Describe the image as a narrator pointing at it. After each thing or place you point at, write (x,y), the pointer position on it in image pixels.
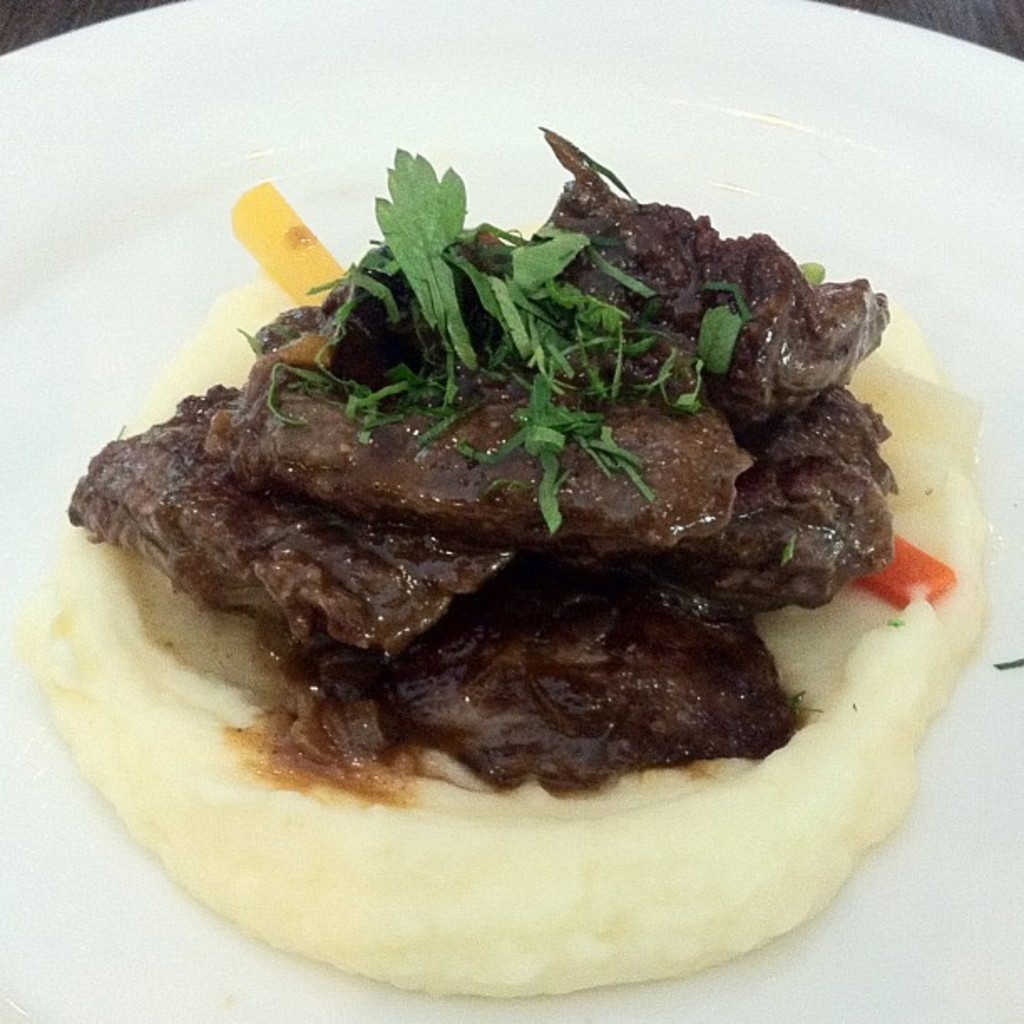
In this picture we can see some eatable item (414,549) is placed on the table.
